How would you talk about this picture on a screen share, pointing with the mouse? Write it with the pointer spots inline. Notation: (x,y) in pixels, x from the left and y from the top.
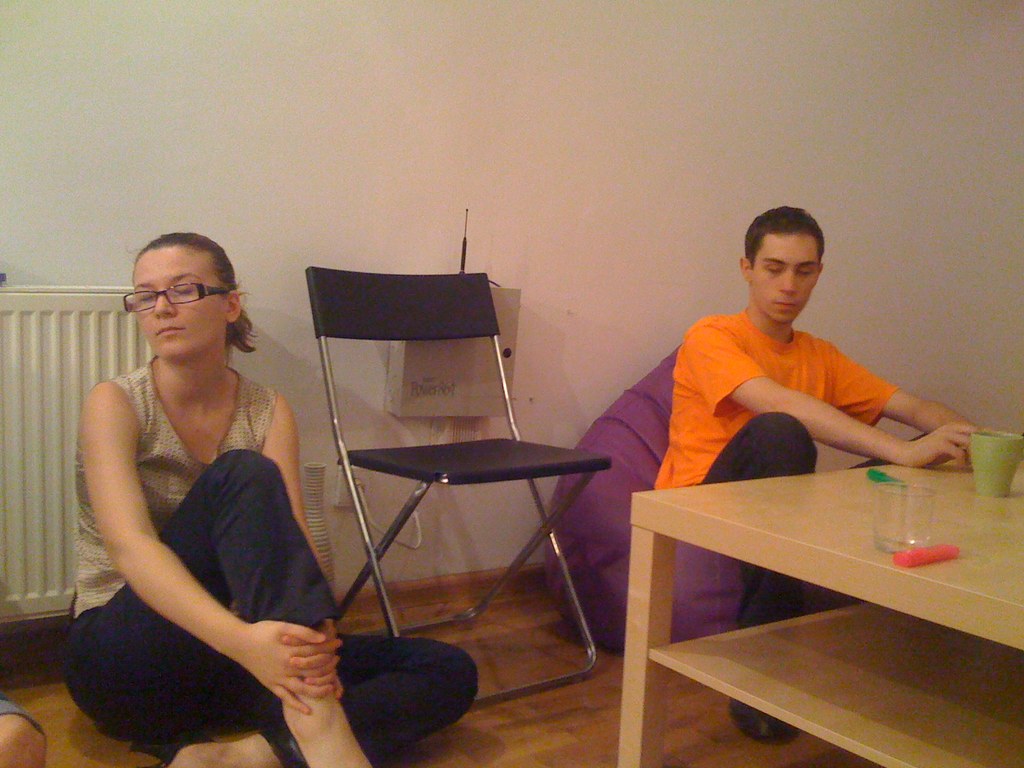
In this picture there is a woman (187,568) sitting on the ground (612,735). There is a man (746,422) sitting on a bean bag (600,513). There is a glass (898,503), cup (1006,444) and an object (908,564) on the table (768,631). There is a chair (462,445).
